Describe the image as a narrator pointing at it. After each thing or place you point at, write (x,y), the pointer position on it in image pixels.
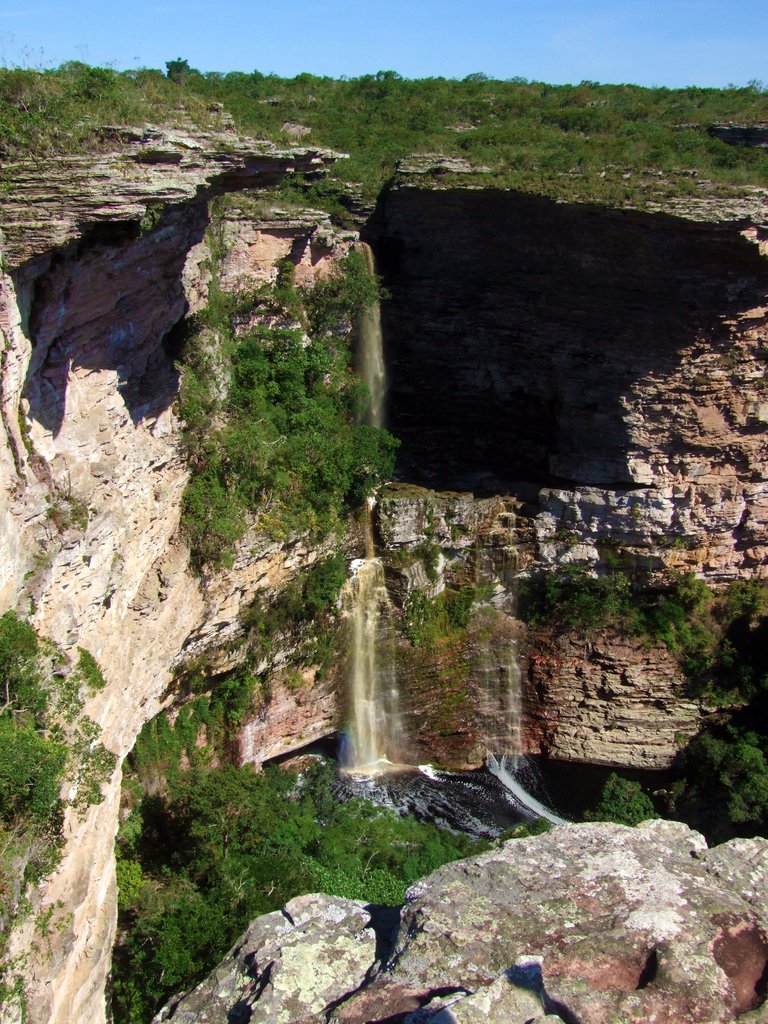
Here in this picture we can see a cliff (458,249) present on the rock mountains (485,575) and we can also see grass (655,164) present on the top (419,143) and we can also see plants (304,809) present over there and we can see the sky (478,3) is clear and we can see water (355,656) flowing through a place.
